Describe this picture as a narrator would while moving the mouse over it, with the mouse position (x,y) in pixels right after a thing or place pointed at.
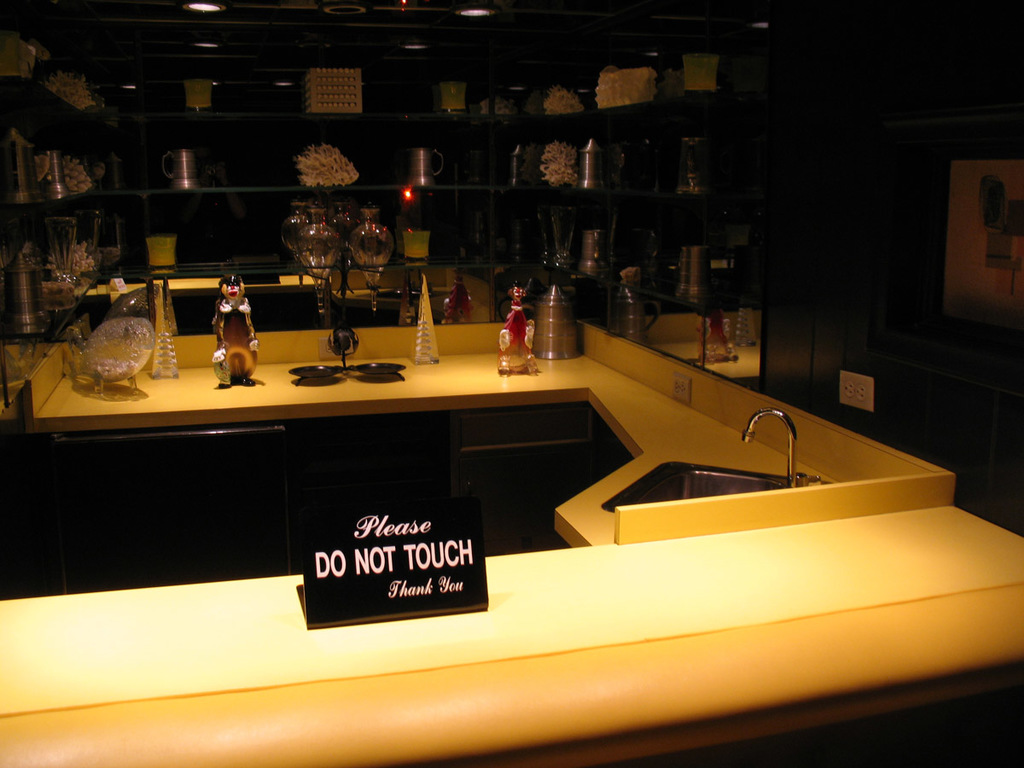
In the image we can see this is a basin (689,473), water tap (789,442), a toy (237,345), shelf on the shelf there are many other things (561,162), this is a board (370,610) on which it is written please do not touch thank you.
